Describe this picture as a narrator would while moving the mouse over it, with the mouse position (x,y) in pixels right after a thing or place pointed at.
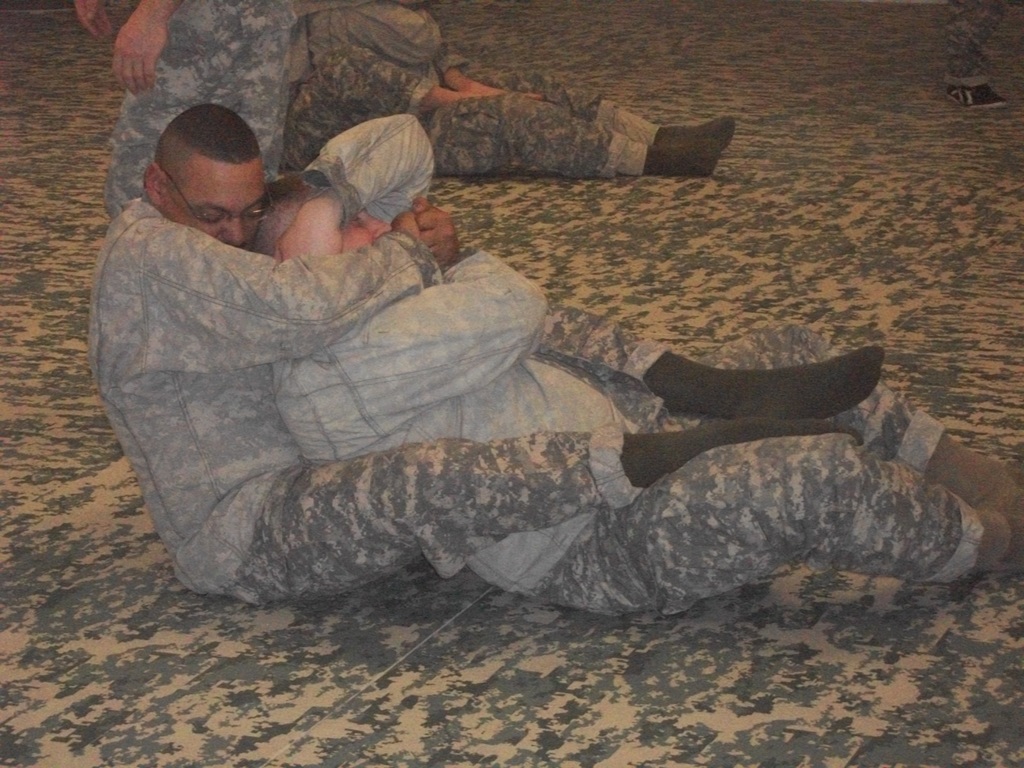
In this image we can see few people (606,440) sitting on the ground (929,51). There is a leg (976,53) of a person (982,67) at the right side of the image (982,67).
